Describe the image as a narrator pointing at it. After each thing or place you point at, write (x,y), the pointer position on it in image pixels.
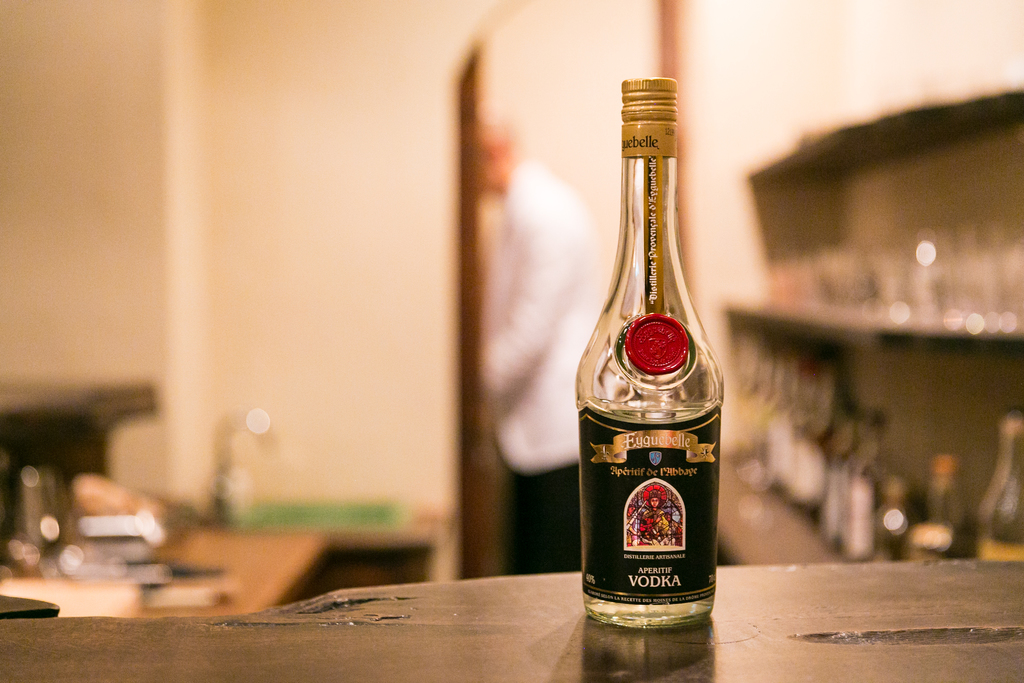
In this picture we can see bottle (649,491) placed on a table (507,645) and in the background (818,393) we can see some more bottles (809,380) in rack (804,353) and here is table (181,540) and this is blur.
